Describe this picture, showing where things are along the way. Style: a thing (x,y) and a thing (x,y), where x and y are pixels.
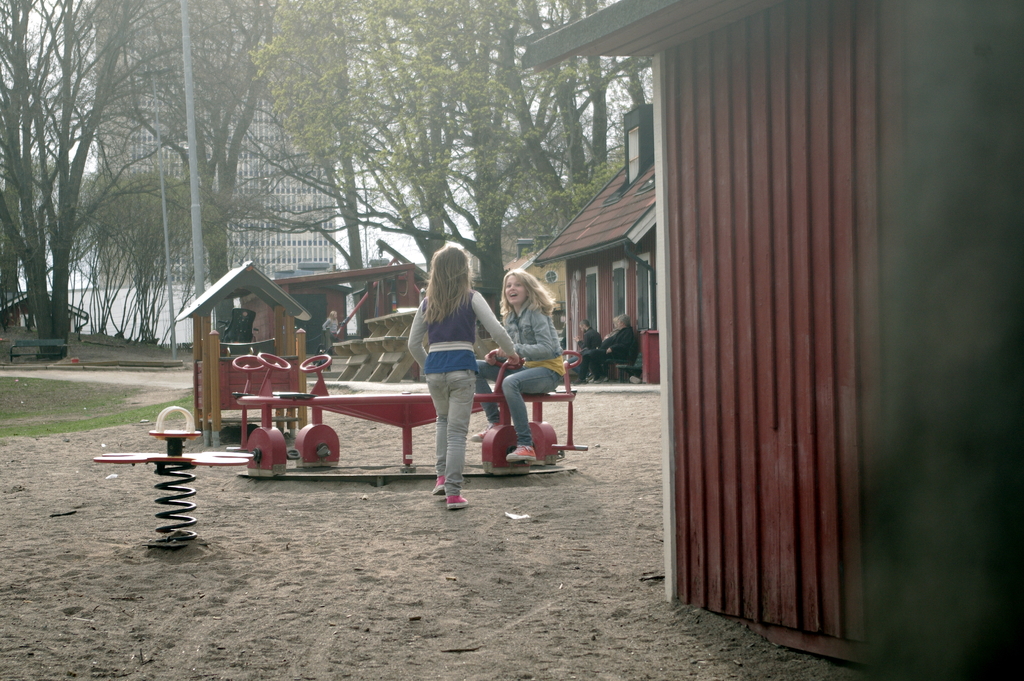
In this image we can see people (460,410), playground equipment (336,474), grass (146,414), bench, trees (173,248), poles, and sheds (789,215). In the background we can see a building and sky (55,35).
